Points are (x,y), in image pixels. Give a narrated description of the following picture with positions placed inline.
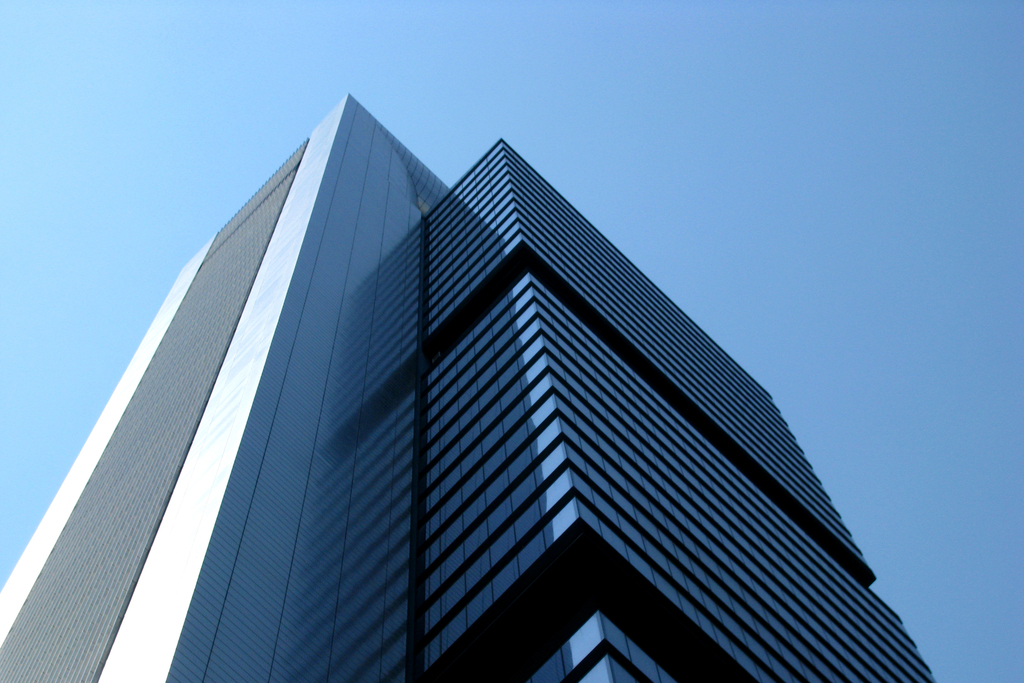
Here in this picture we can see a building (435,376) present over there.
